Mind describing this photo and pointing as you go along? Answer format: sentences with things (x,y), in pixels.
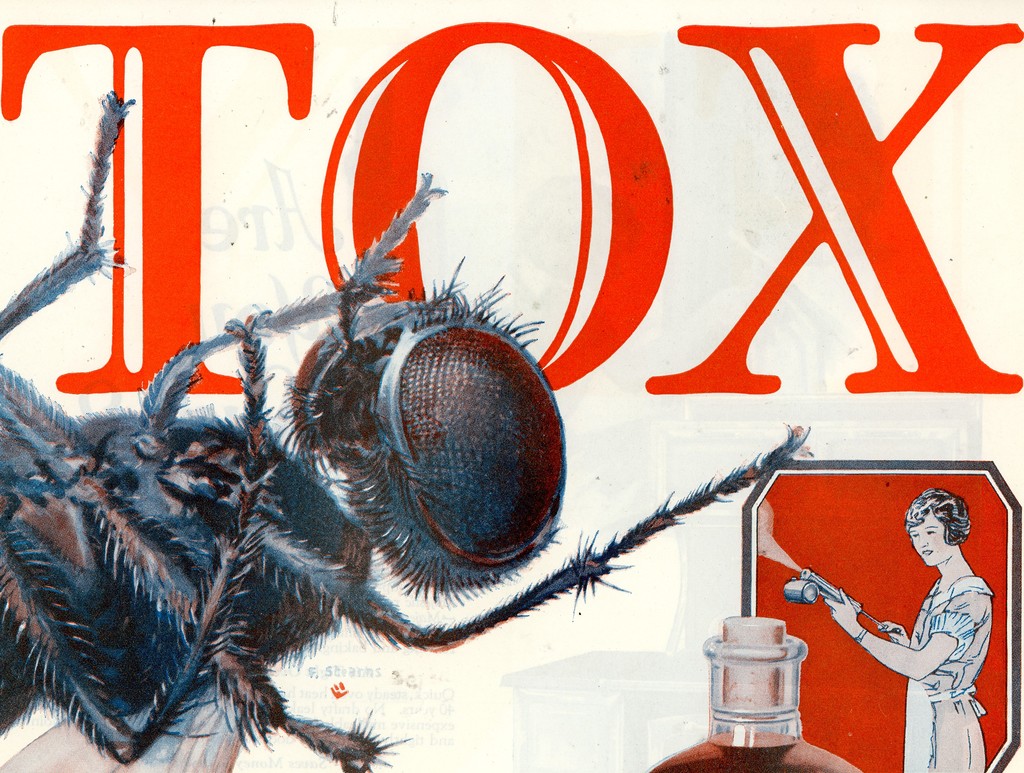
In this picture we can see a poster (274,564) of an insect (333,538) and a woman (879,637) is holding an object (860,613).
